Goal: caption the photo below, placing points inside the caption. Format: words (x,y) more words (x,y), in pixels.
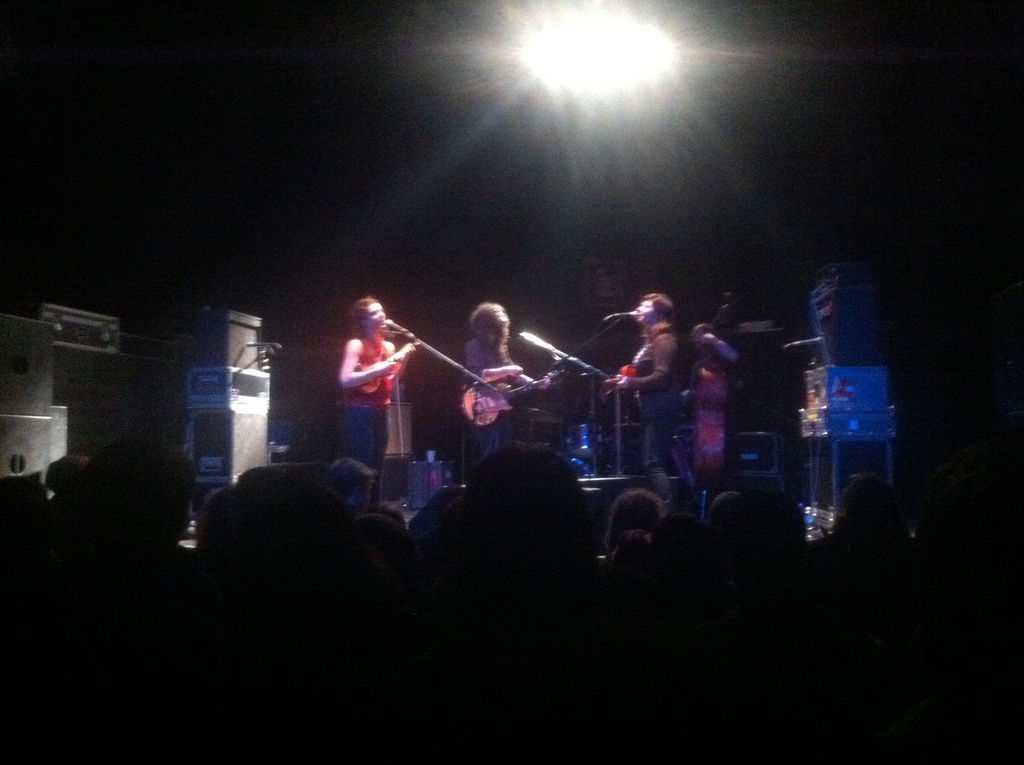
there are three people (494,381) standing in front of a microphone (622,316) with musical instrument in their hands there are some people (488,524) standing in front of them and listening to them.
